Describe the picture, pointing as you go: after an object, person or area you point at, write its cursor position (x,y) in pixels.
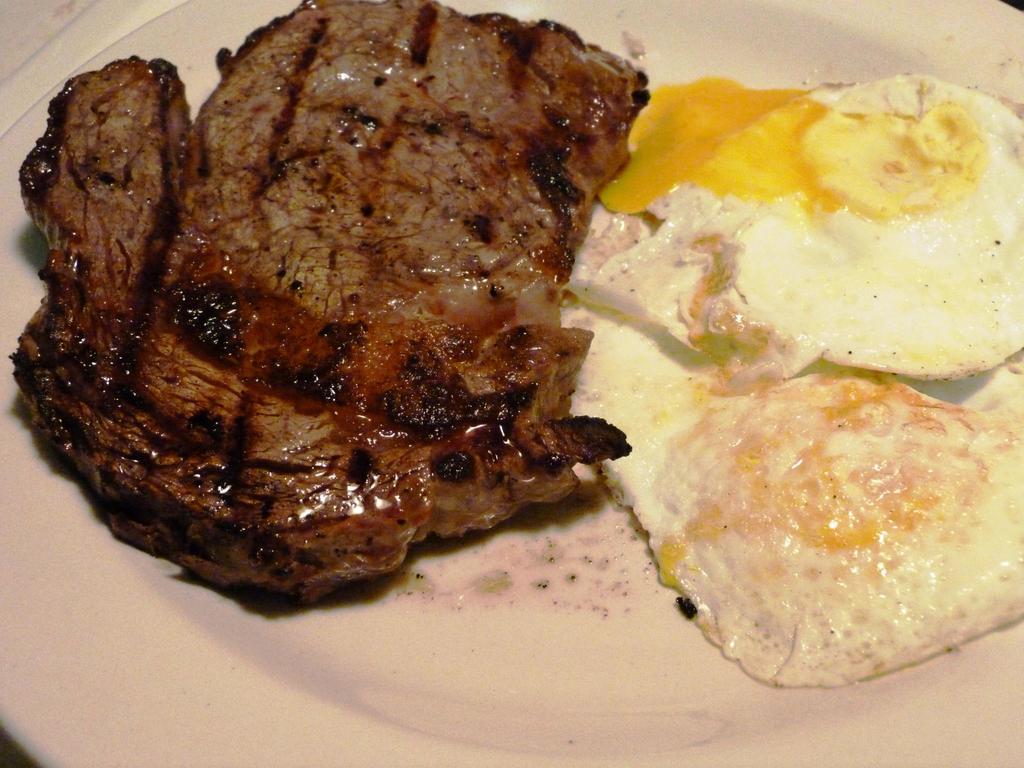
In this picture we can see a plate (534,689), there is some food (657,469) present in the plate (560,674).
